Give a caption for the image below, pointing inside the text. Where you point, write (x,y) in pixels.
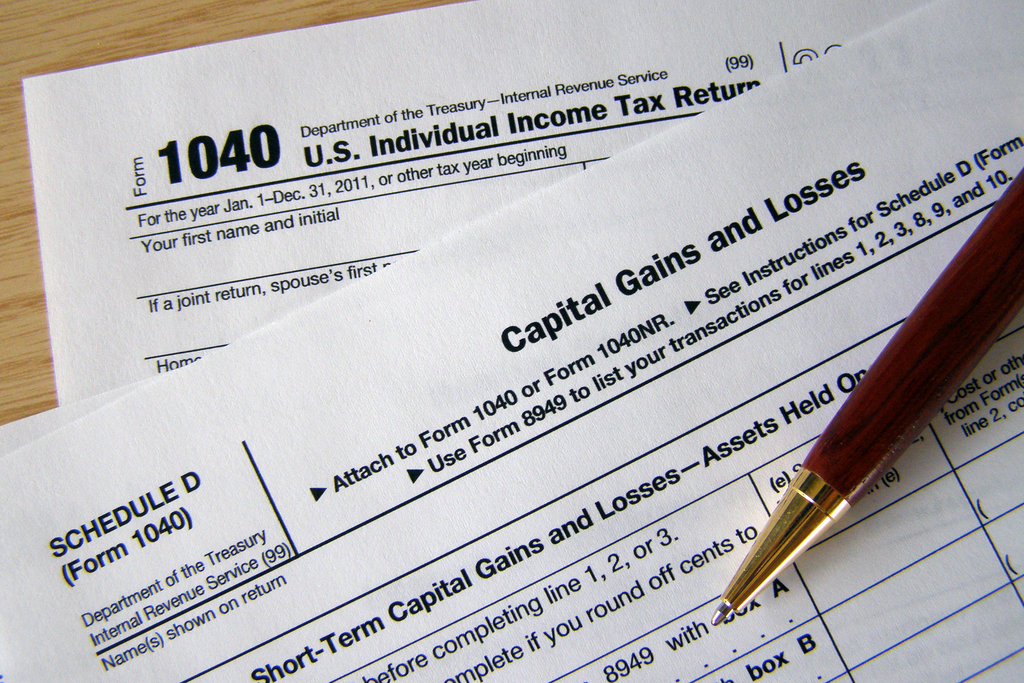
In this picture we can see a pen (985,272) and papers (319,213) on the wooden surface (206,20).
